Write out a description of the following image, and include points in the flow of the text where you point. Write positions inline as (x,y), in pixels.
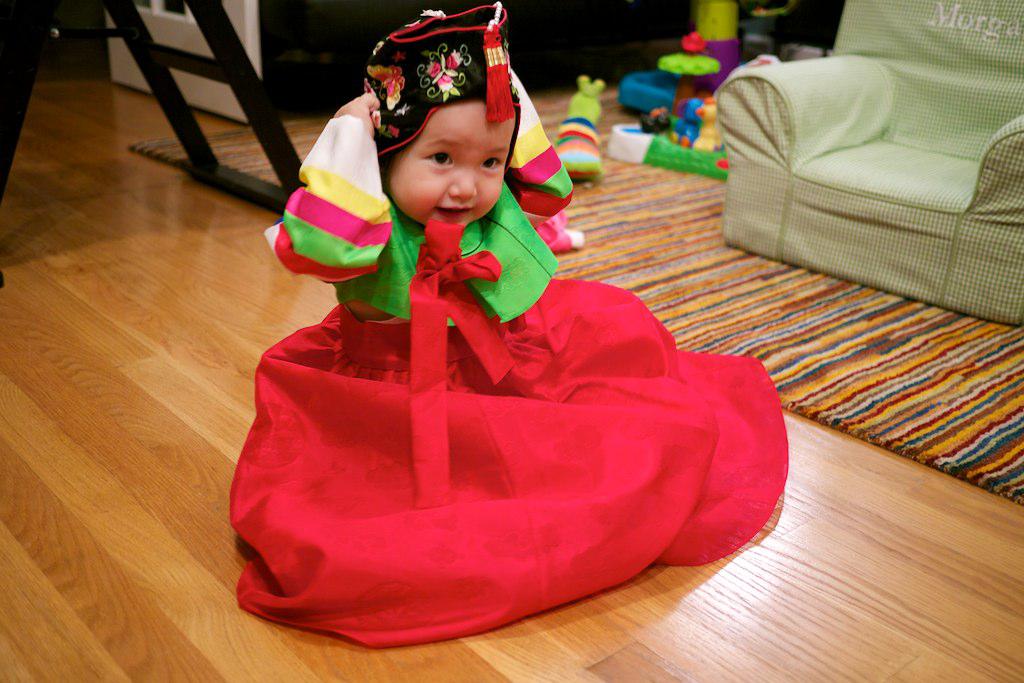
In this image there is a girl (469,76), she is wearing a cap (455,86), there is a wooden floor (197,566) towards the bottom of the image (853,619), there is a mat (779,316) on the wooden floor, there is a couch (945,122) towards the right of the image (916,124), there is text (958,23) on the couch (948,25), there are toys (669,116) on the mat (660,180), there are wooden objects (41,42) towards the top of the image (132,23).
